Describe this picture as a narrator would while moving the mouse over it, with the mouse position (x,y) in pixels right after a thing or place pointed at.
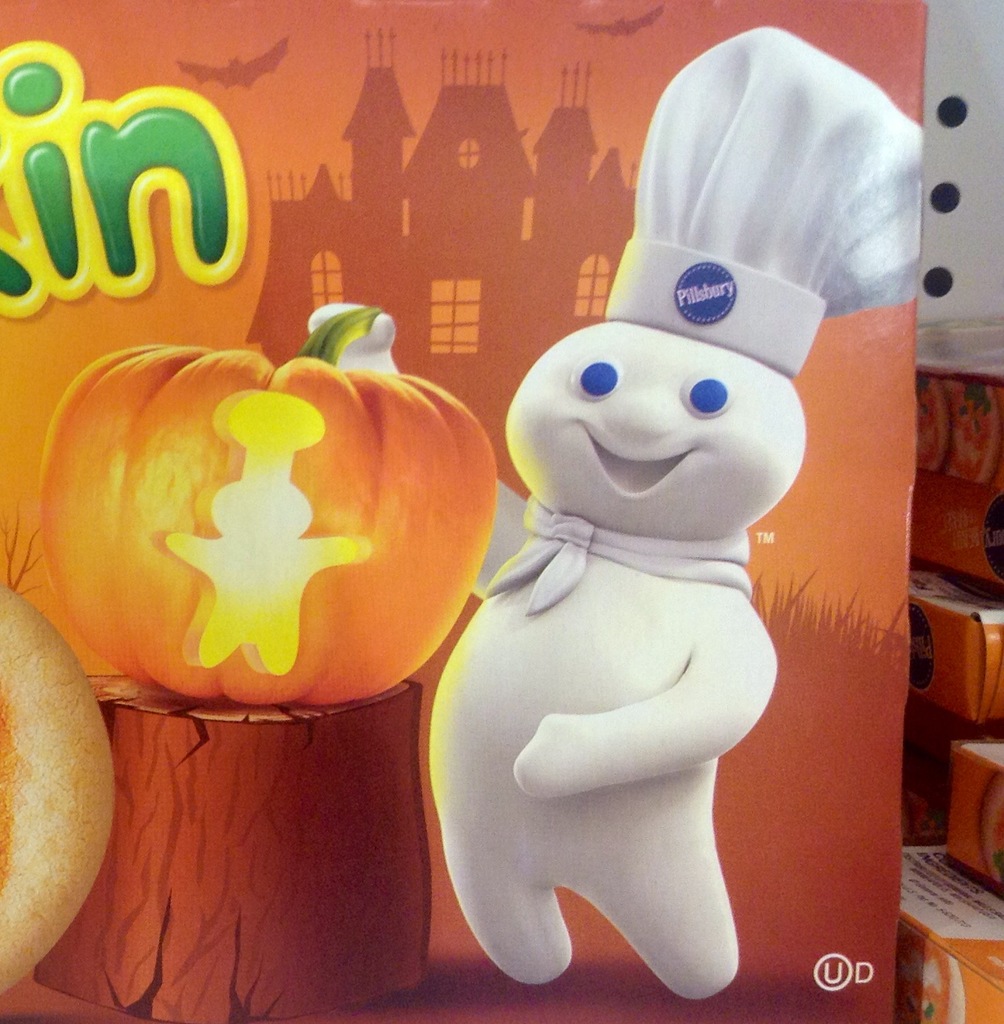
In this image I can see the cardboard box (402,290) in orange color and I can also see the toy (699,607), pumpkin (253,397) and something written on the box (189,242). In the background (997,785) I can see few other cardboard boxes (949,709).
